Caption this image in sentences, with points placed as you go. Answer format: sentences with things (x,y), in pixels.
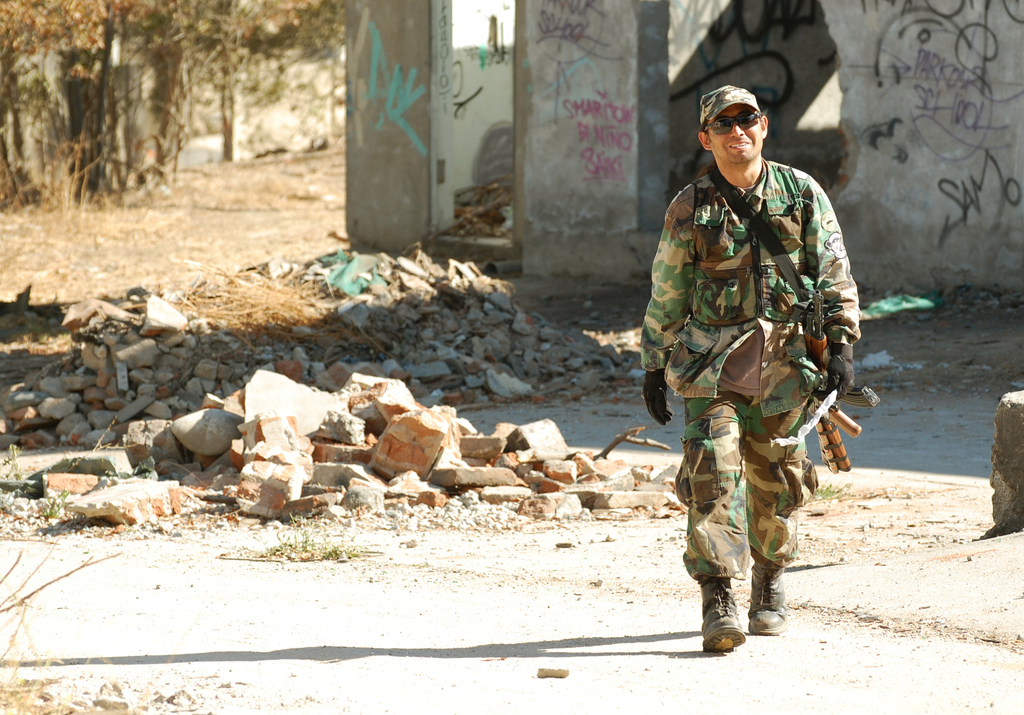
In this image I can see a man (696,365). In the left top corner (135,88), I can see the trees (166,108). In the background (595,110), I can see the wall (721,68) with some text (599,94) written on it.
